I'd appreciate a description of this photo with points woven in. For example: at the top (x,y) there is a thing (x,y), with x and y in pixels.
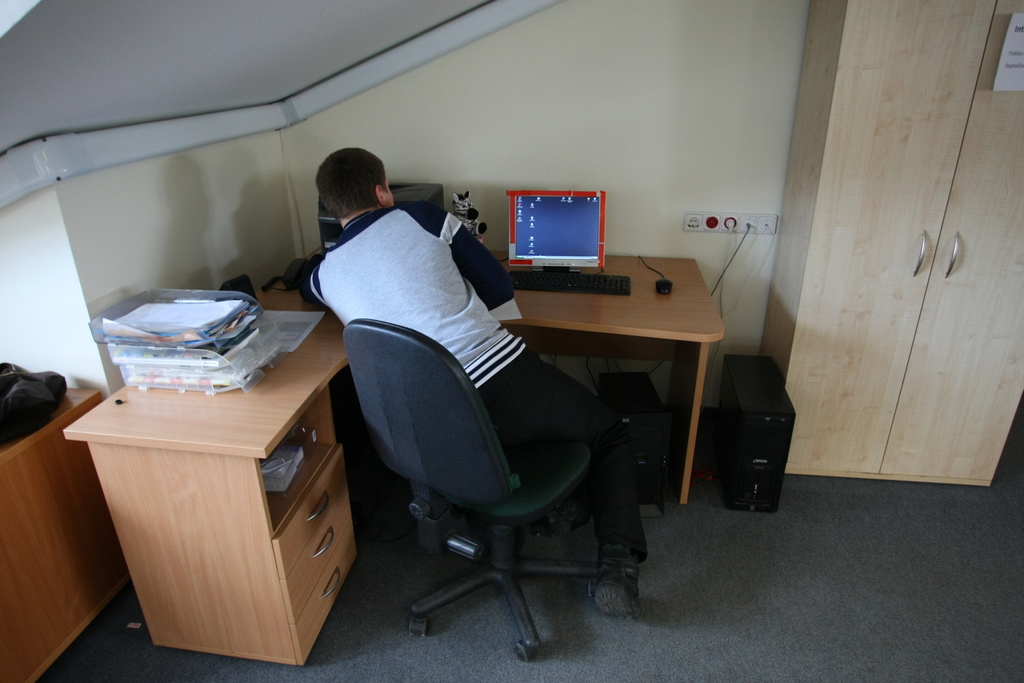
In this image In the middle (388,236) there is a man (403,283) he is sitting on the chair (507,553), in front of him there is a table (611,301), system (531,247), keyboard (553,283) and mouse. On the right (871,396) there is a cup board (881,297) and CPU (760,468).
